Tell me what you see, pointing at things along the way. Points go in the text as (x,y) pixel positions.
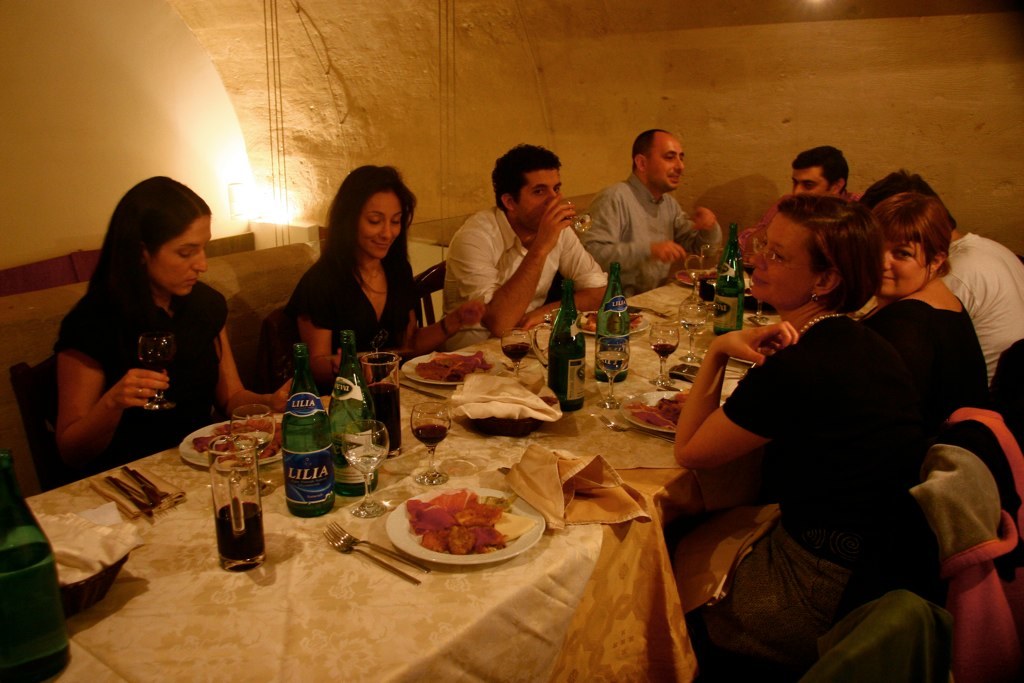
In this picture, There is a table (642,574) which is covered by a white cloth (421,587) on that table (160,610) there are some plates (410,541), There some glasses (257,503), There are some bottles (297,449) which are in green color, There are some people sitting on the chairs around the table (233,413), In the background (260,105) there is a white color wall (307,129).
